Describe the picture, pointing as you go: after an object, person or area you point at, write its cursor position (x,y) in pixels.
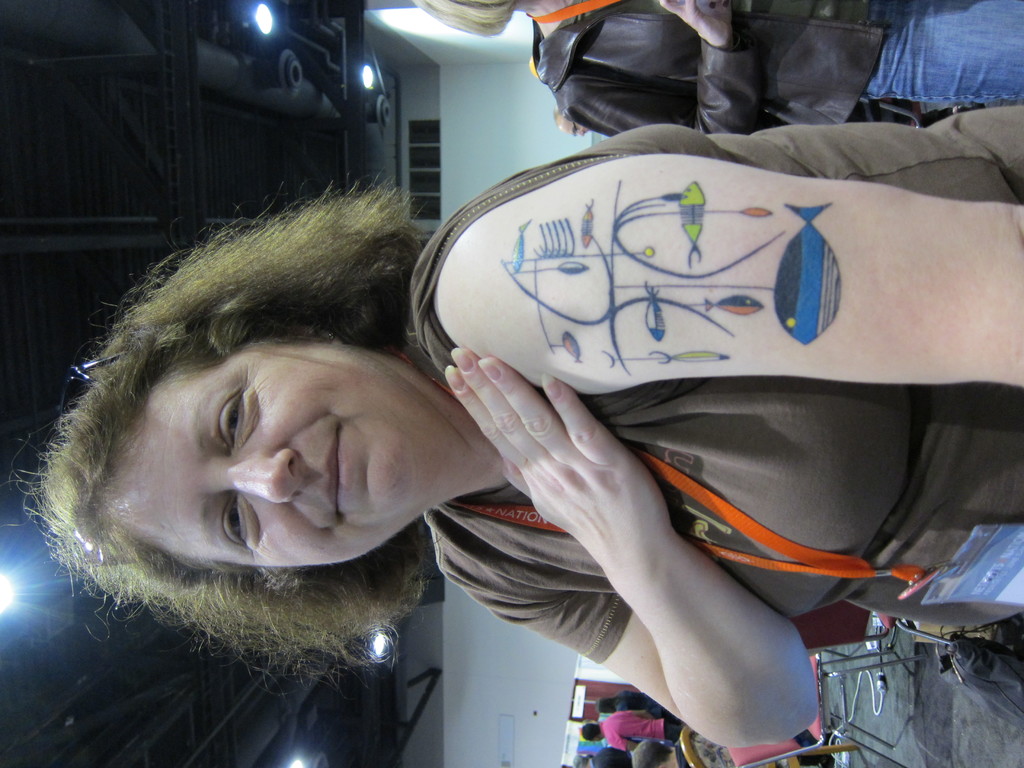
In the image we can see there is a woman (576,424) standing, there is a tattoo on her shoulder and she is wearing id card (975,590) in her neck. Behind there are other people (633,720) standing.
